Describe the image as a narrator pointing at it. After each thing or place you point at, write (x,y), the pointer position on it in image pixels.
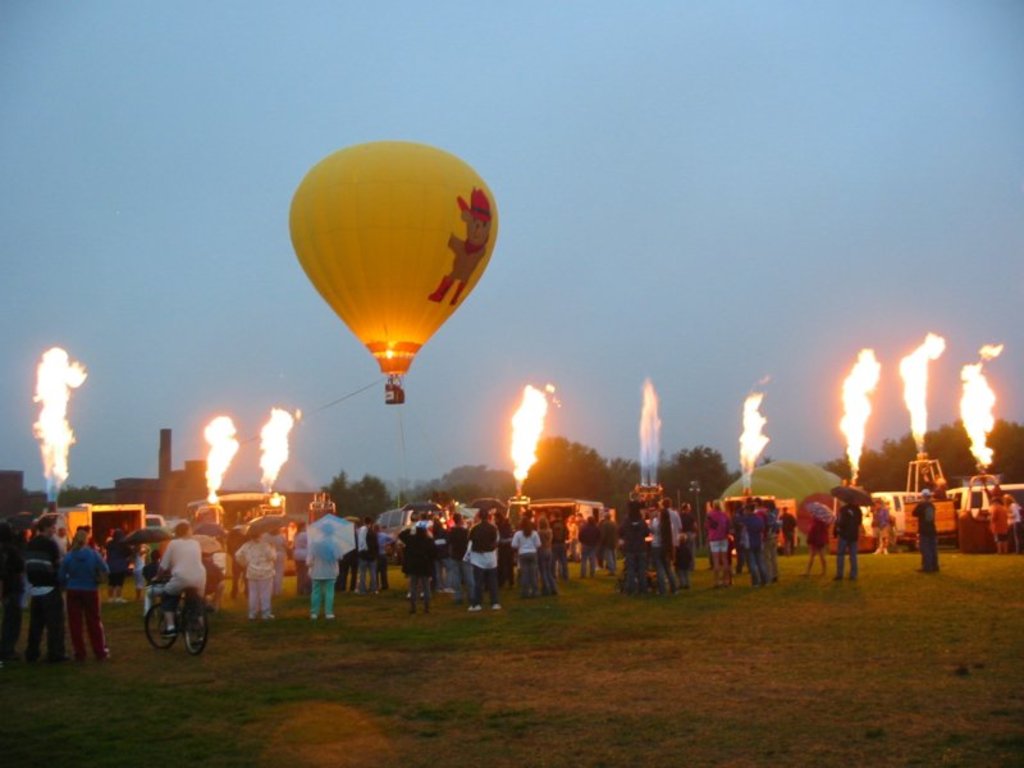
In this image we can see some people (477,601) standing on the grass (400,661). We can also see a person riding a bicycle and some people (259,595) holding the umbrellas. On the backside (573,462) we can see some trees (460,489), fire (641,458) and a hot air balloon (448,309) in the sky (506,315).
